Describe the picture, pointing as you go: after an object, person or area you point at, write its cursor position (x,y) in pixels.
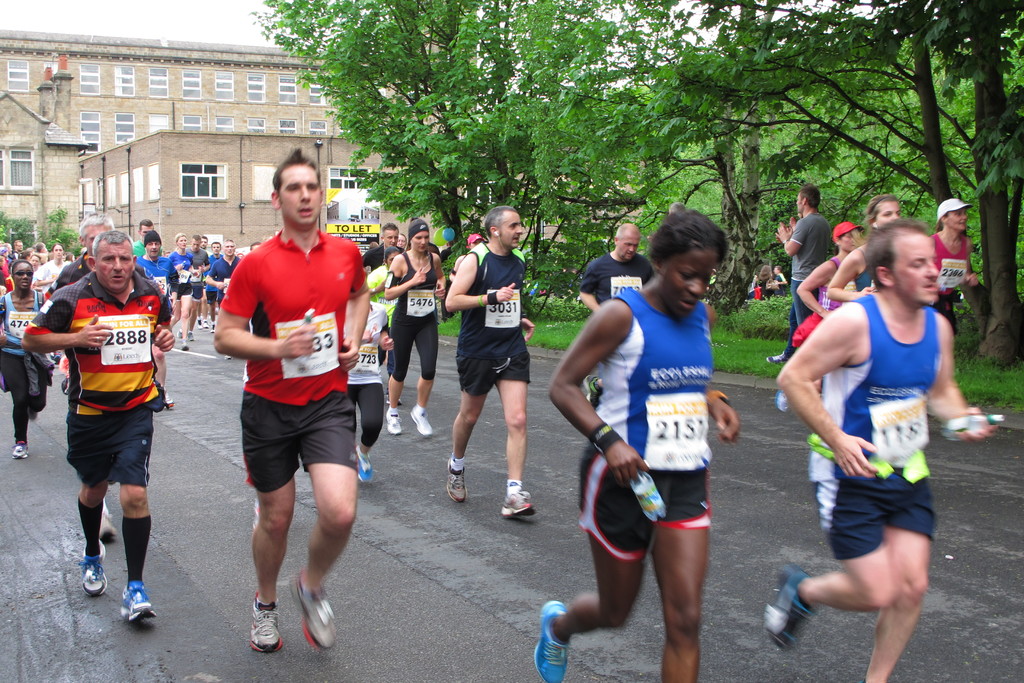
In this image I can see group of people (887,350) running. In front (275,433) the person (277,410) is wearing red and black color dress (275,419). In the background (665,180) I can see few plants (500,121) in green color, buildings (233,179) in cream color and I can see few glass windows (199,84) and the sky (173,25) is in white color.
